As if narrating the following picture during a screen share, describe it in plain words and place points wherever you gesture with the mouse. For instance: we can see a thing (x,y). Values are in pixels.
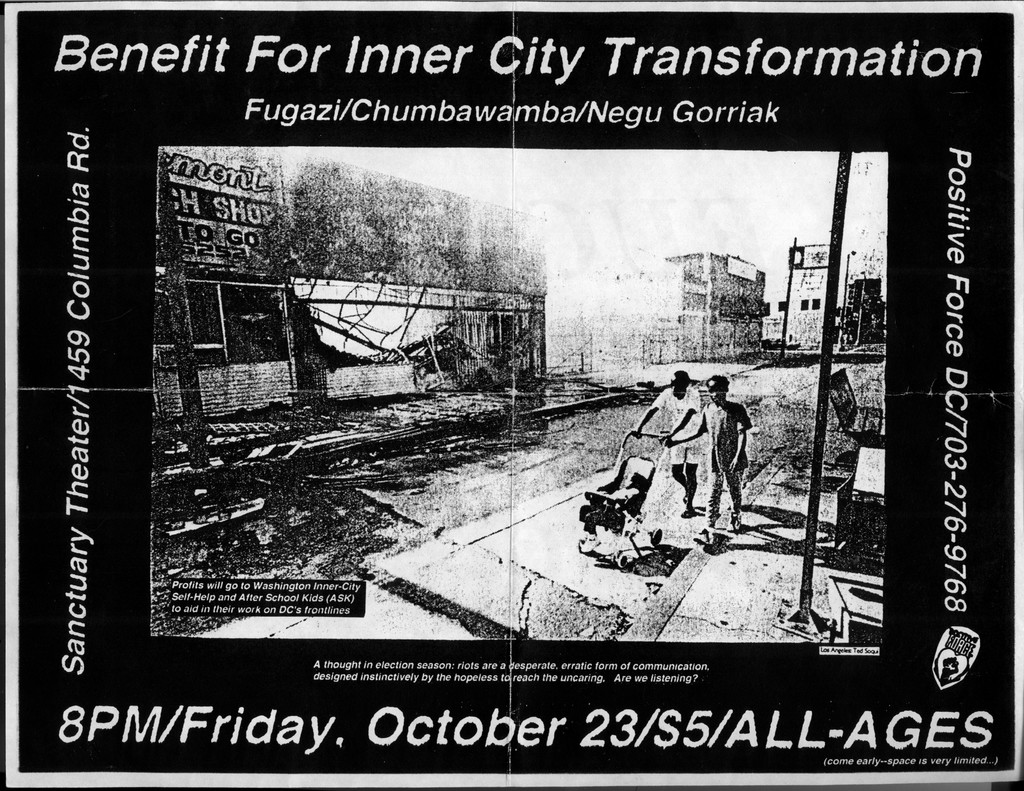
In this picture I can see a poster (428,231) and on it I can see a image (254,369), where I can see 2 persons (716,395) holding a stroller (622,494) and I can see few buildings (541,364) and I can also see a pole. I can also see few words (740,115) and numbers (946,565) around the image (349,387).
